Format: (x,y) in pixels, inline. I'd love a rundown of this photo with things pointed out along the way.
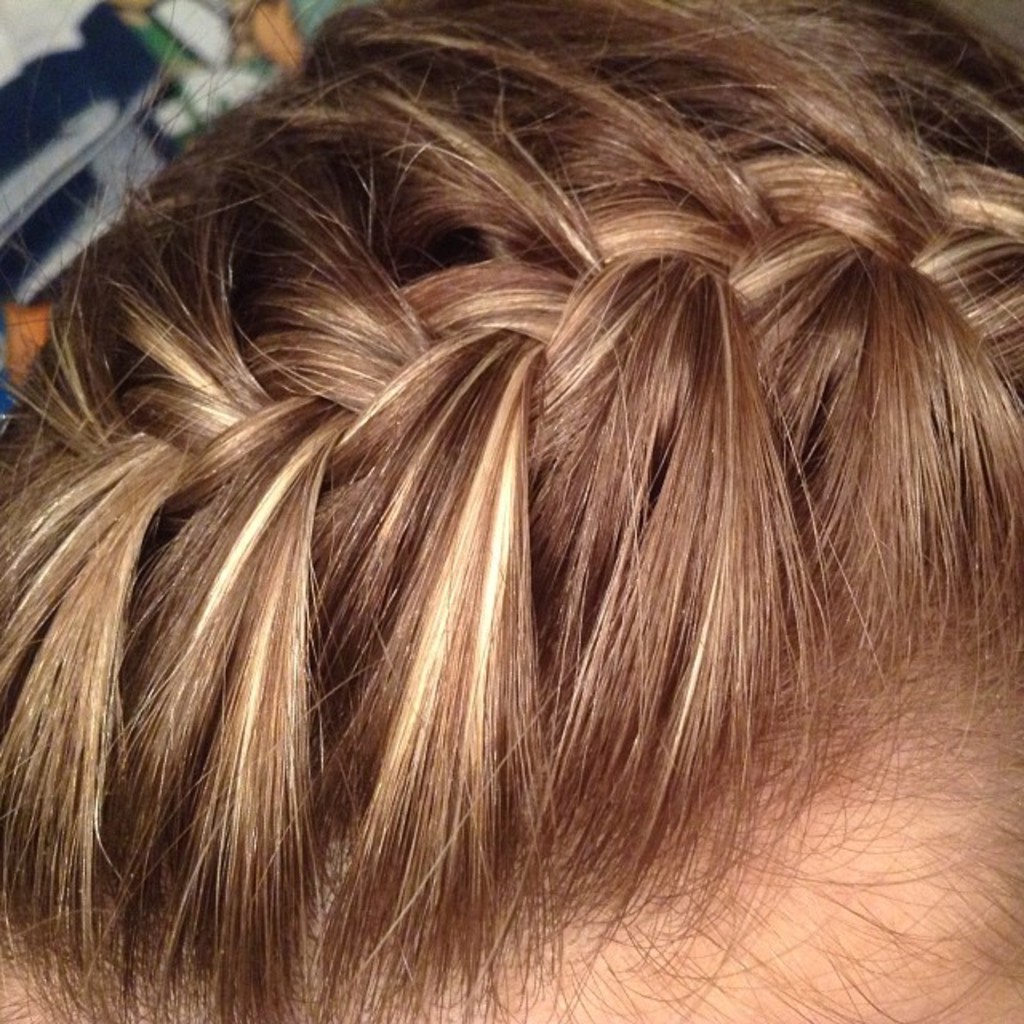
In this image there is an image of a head (598,829) of one person (657,734) as we can see there is a hair (714,444) in middle of this image (485,557).
